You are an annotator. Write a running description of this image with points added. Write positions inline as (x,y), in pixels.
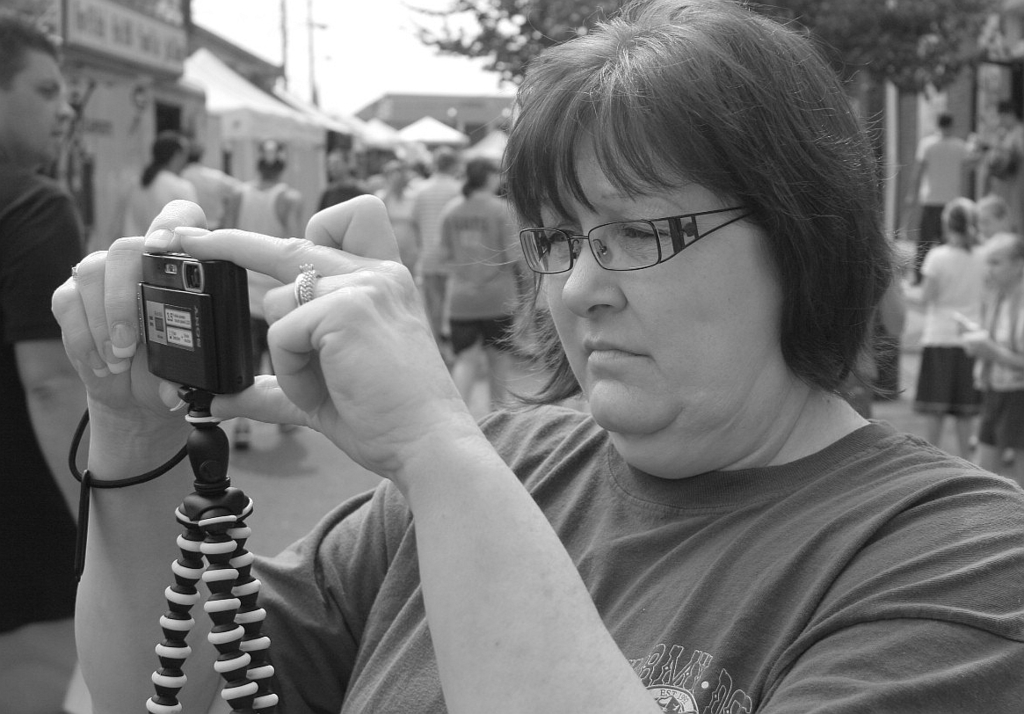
A lady (795,498) is standing and is wearing a t-shirt (711,563). She is holding a camera (169,337) in her hands (308,377). To her left hand (322,290) there is a ring (309,295). She is wearing spectacles (629,236). Behind her there are many people (453,213) standing and walking. To the left corner (32,250) there is a man (35,364) with black t-shirt (32,292) is standing. In the background (167,121) we can see some buildings (368,116), huts (274,122) and trees (500,55).
